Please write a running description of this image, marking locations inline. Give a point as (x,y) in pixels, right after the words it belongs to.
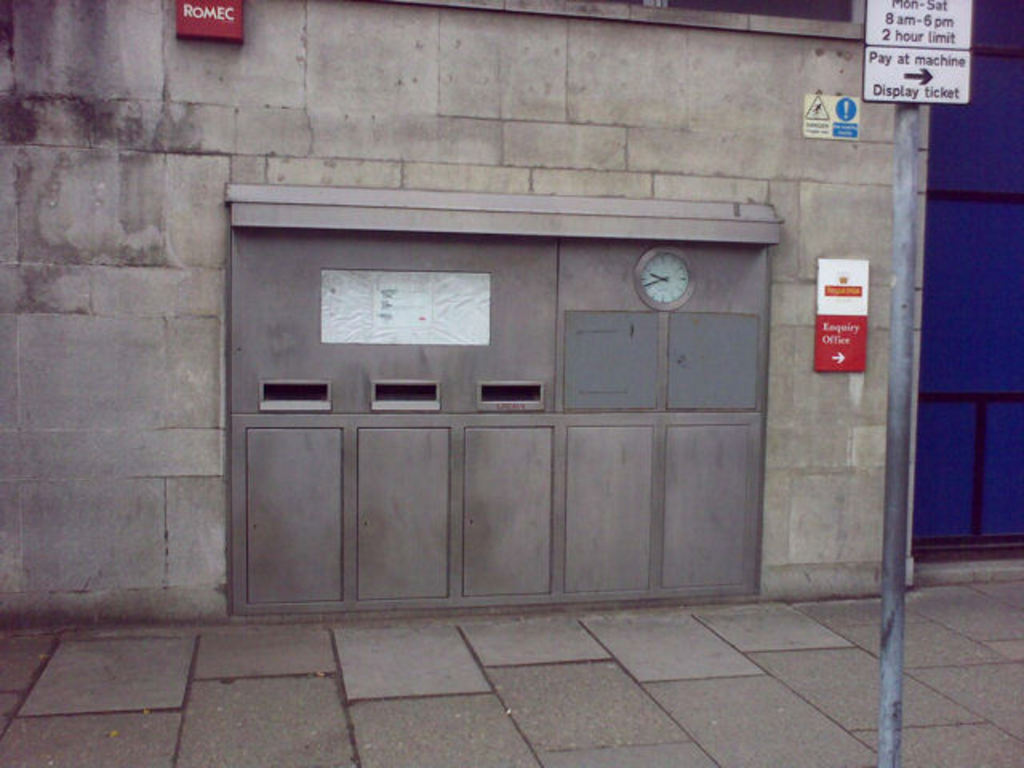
At the bottom of the image (616,689) I can see the floor (745,691). On the right side (901,387) there is a pole (909,191). At the top of it a board (900,35) is attached. On the board (900,50) I can see some text (902,88). In the background (238,150) there is a wall (537,107) to which a board (854,339), poster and a clock (667,269) are attached.
